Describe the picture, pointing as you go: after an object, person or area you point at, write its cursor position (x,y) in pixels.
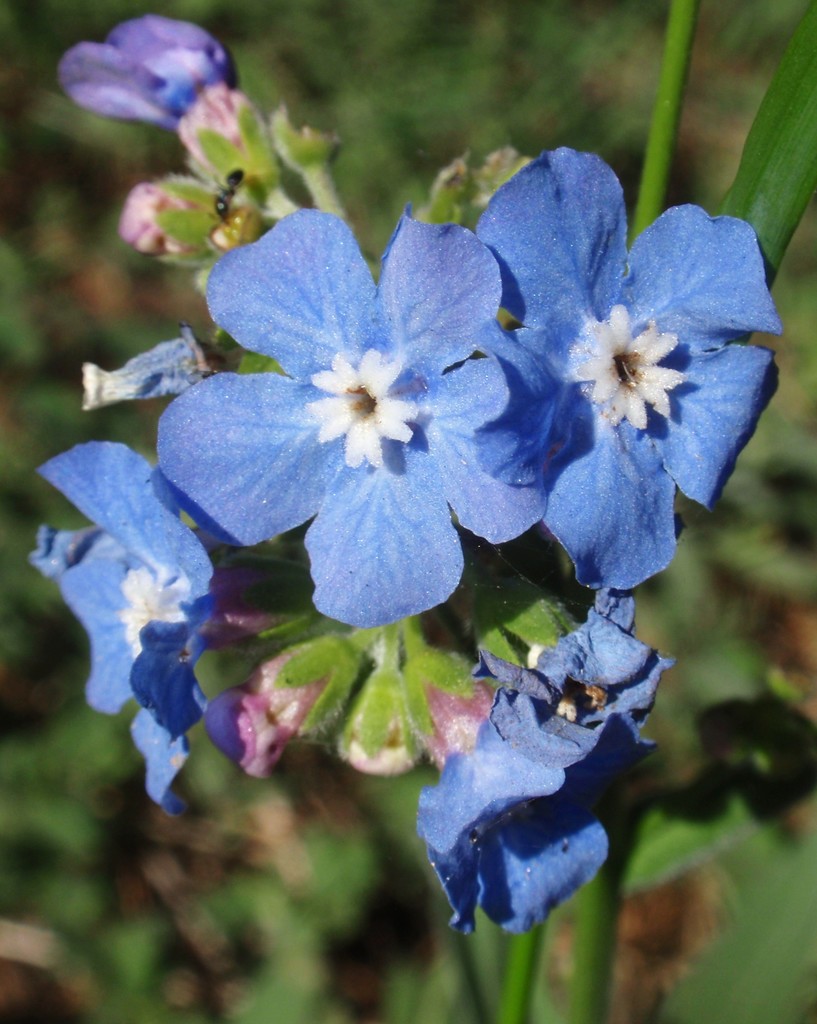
There are blue color flowers (344,486) and buds (183,216) on a stem (609,910). At the top (212,212) there is an ant (232,184) on the flower (198,226). In the background (553,62) it is blurred.
